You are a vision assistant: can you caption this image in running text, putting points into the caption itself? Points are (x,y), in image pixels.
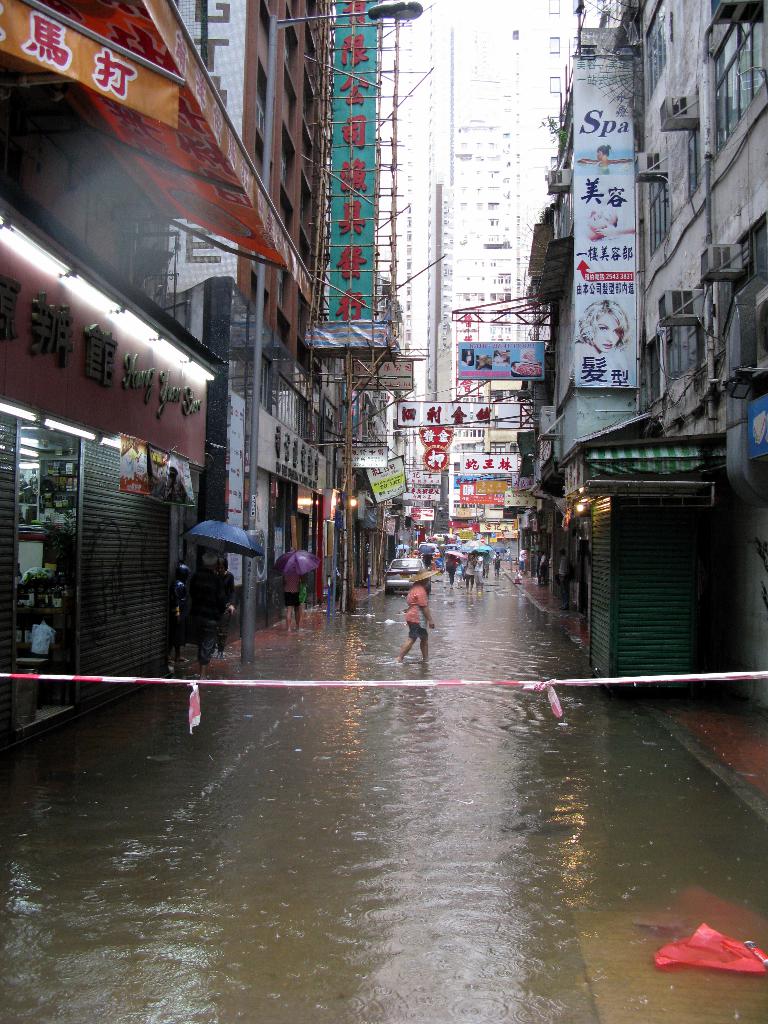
In this image I can see some people (424,585) and vehicles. I can see the water (426,870). On the left (152,399) and right side, I can see the buildings (615,570).
